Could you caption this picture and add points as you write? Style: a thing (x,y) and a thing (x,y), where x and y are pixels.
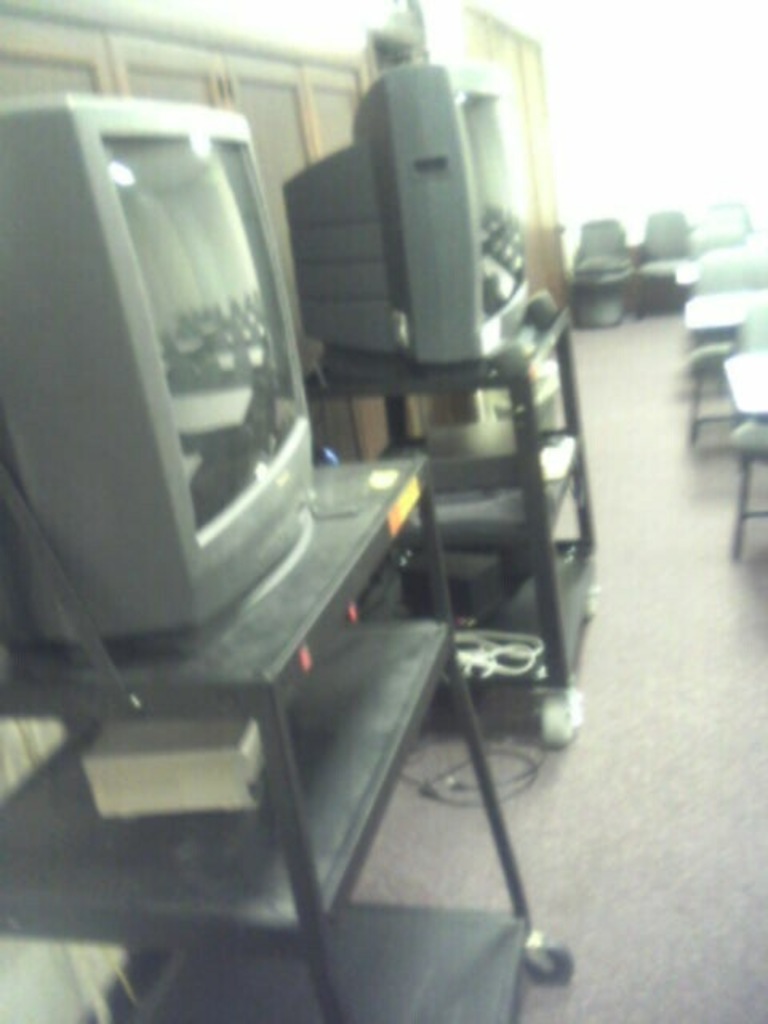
In this image we can see tv's (463,135) on the stand (346,570). At the bottom of the image (651,893) there is carpet (693,733). In the background of the image (713,299) there is chairs (694,265). To the left side of the image (10,80) there is a cupboard (218,76).
